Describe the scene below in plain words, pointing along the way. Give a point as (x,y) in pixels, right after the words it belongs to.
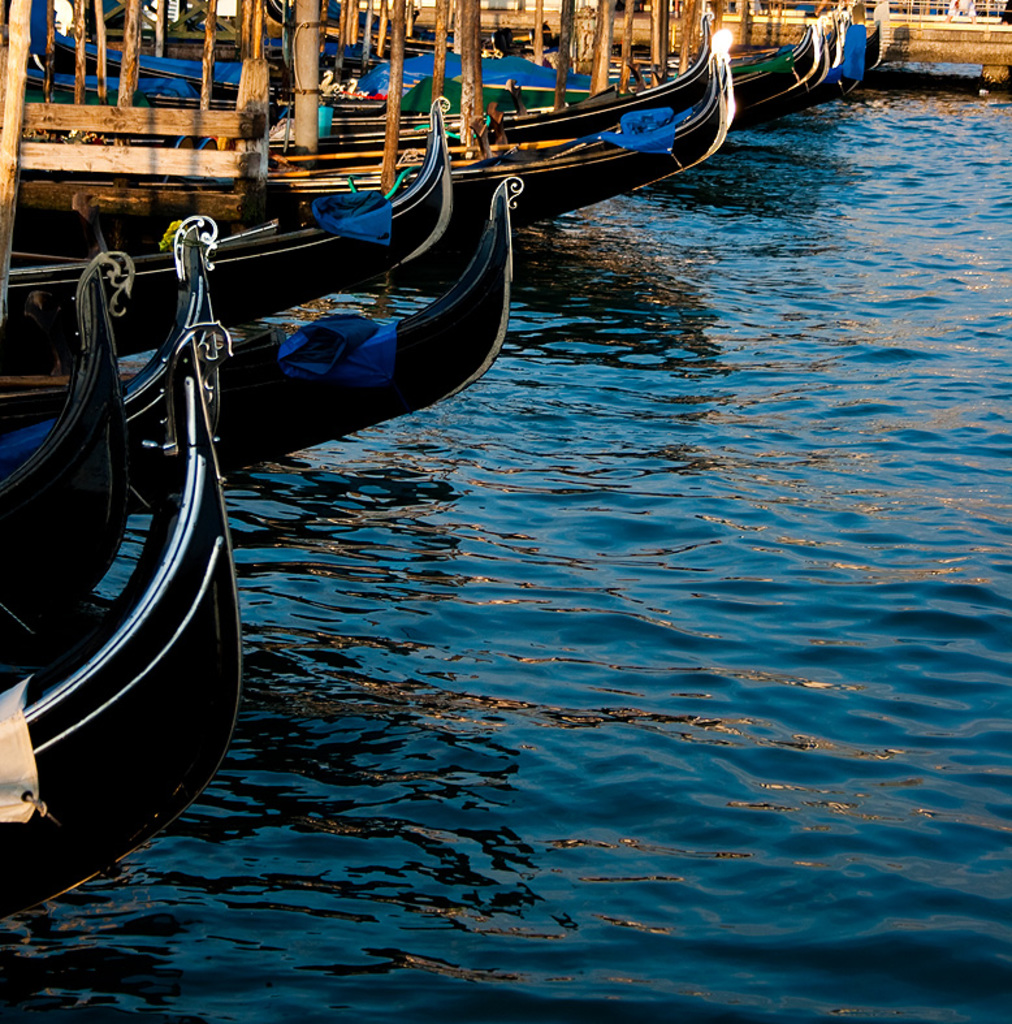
In this image I can see boats (260,415) on the water (295,528). Behind the boats (227,85) I can see wooden poles (202,91).
